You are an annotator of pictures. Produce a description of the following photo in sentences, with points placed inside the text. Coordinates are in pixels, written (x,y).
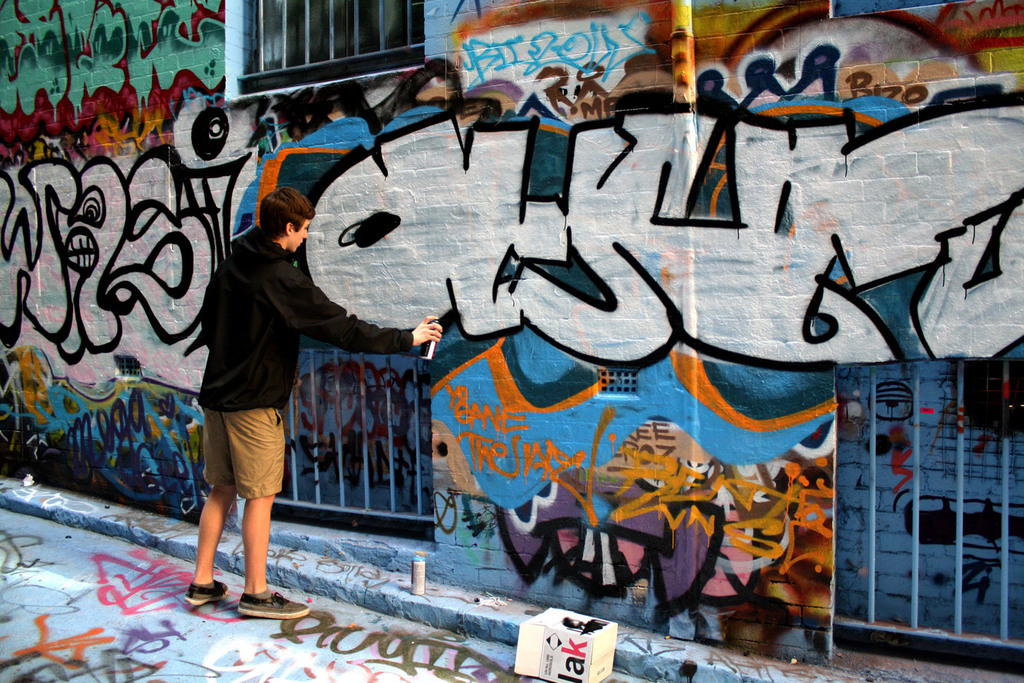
In this picture we can see a man (220,355) who is drawing a graffiti (445,382) on the wall (626,124). This is a window (283,61). Here we can see a graffiti bottle (422,578). This is a box (536,634).
